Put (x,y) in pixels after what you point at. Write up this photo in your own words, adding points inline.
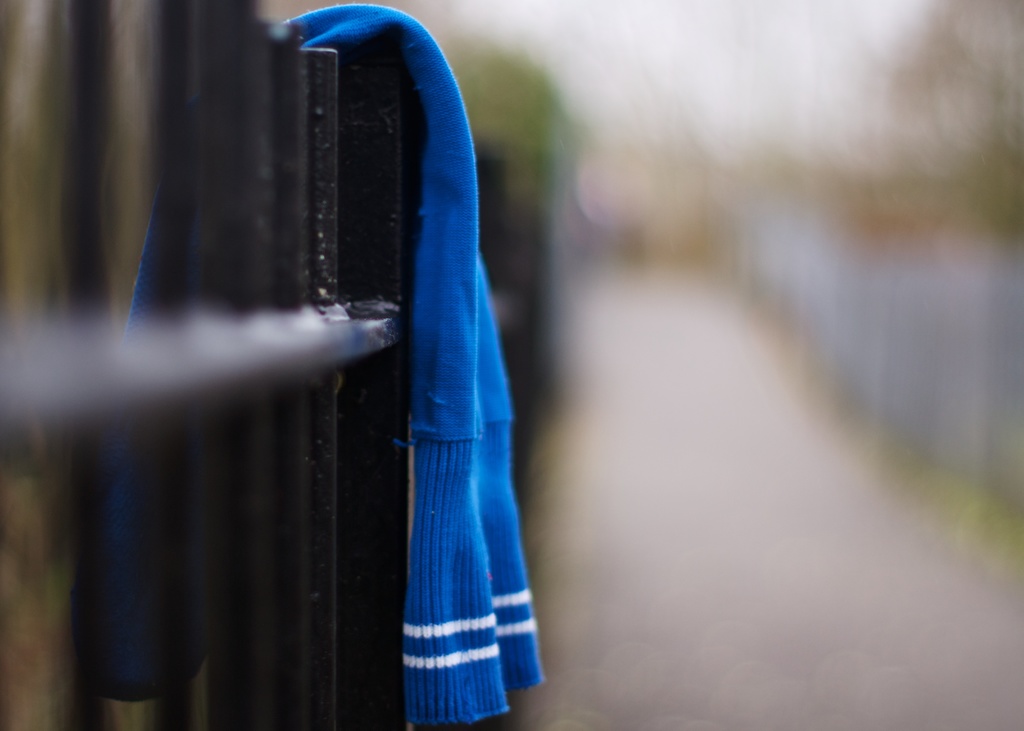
In this image there is a fencing (338,274), on the fencing (385,263) there is a blue cloth (443,52).
